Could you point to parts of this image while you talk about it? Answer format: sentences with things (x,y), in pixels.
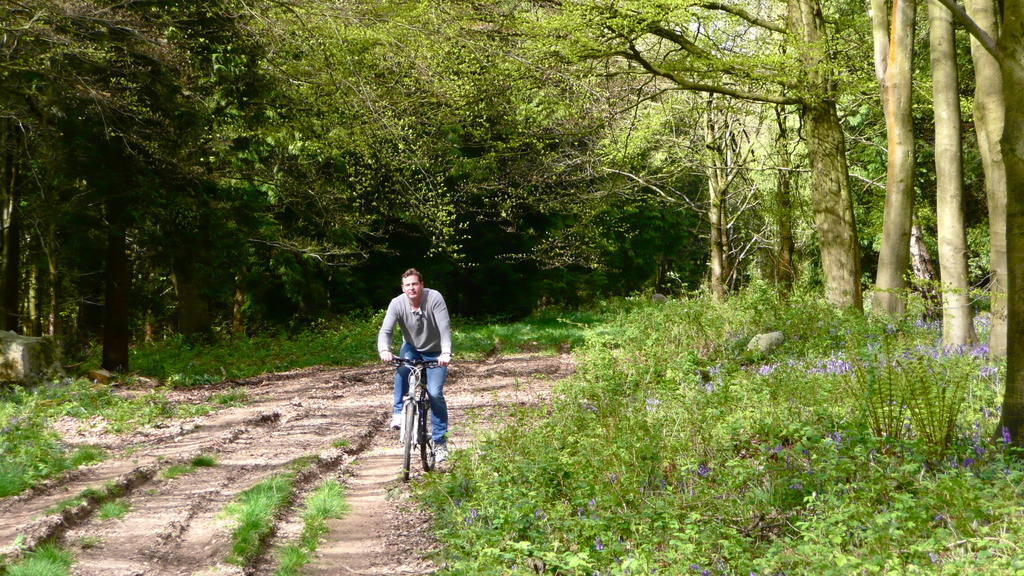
In this image a man (424,349) is riding a bicycle (410,405). In the background (745,214) there are trees (718,289). On the ground (722,402) there are plants (676,425).
